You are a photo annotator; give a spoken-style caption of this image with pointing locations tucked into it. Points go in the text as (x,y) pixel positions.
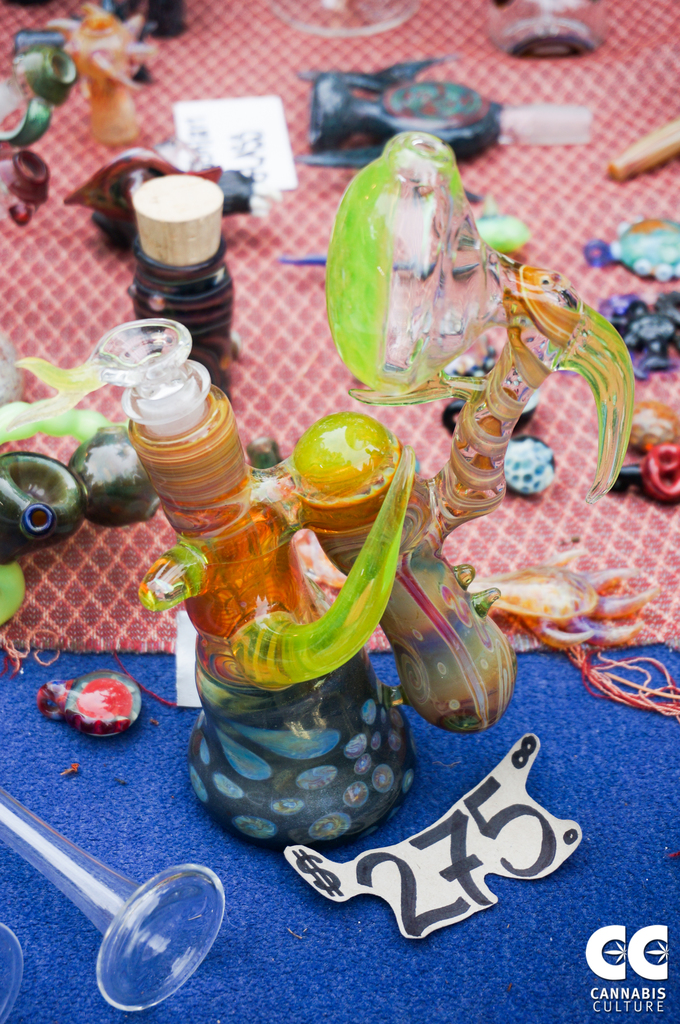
In this image we can see there are some toys (250,563), bottle (168,249), ball (530,444), glass (588,43) and some other objects (11,582) on the floor (205,855).
